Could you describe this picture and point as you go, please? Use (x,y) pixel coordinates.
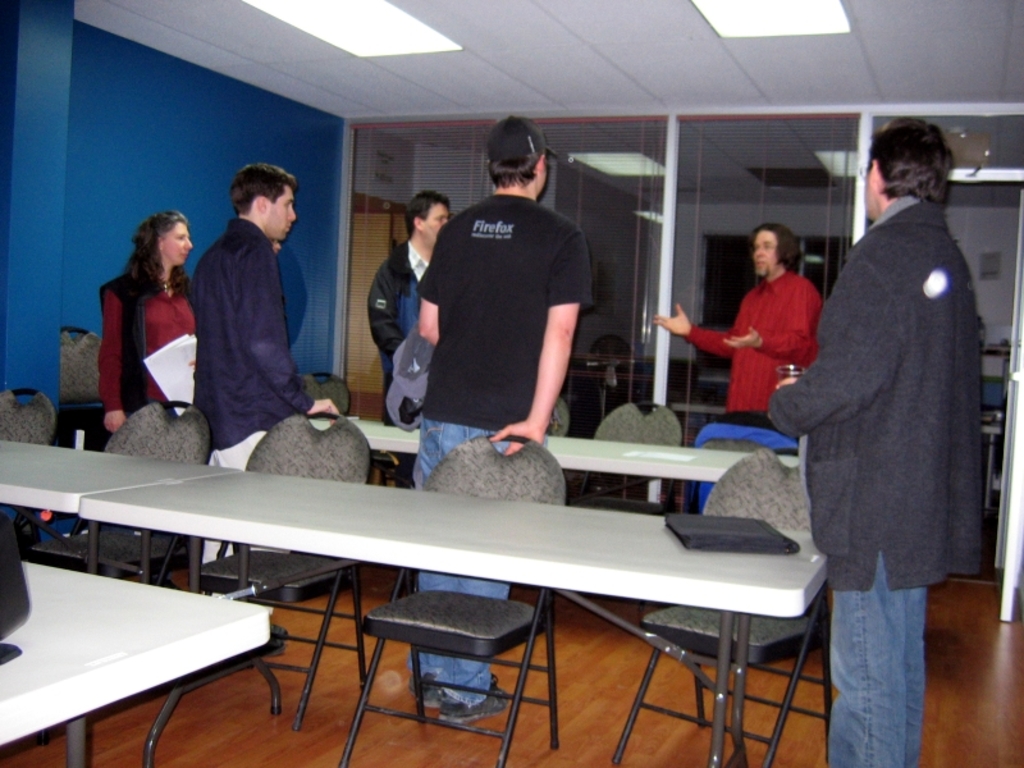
There are group of people (843,380) standing and talking. This woman (154,270) is holding a paper (168,371). There are empty chairs (490,454). This is a table (633,550) and file (712,540) is placed on it. It looks like inside the room (575,379).
